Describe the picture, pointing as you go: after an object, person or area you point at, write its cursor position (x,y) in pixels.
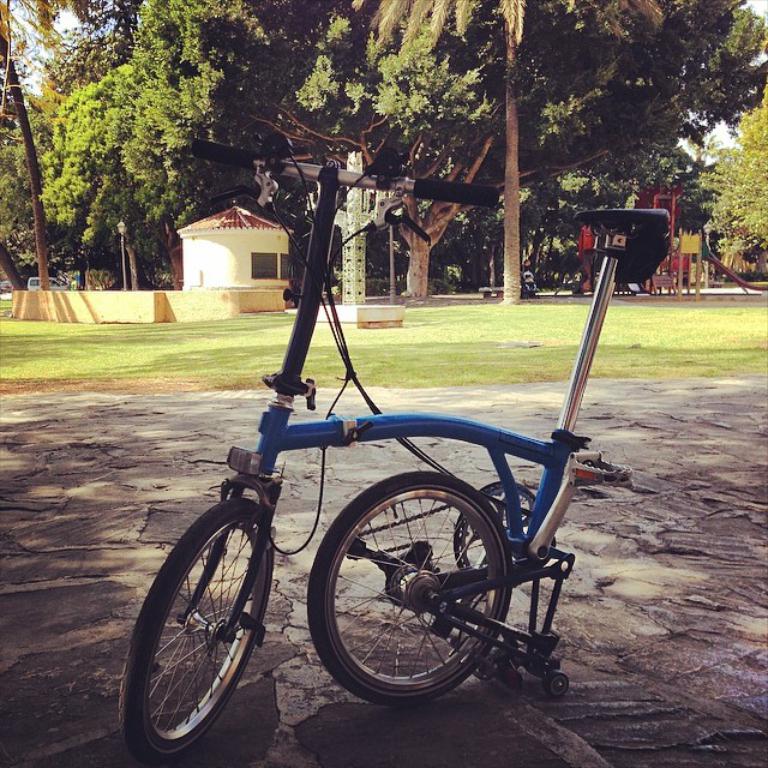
In this image we can see bicycle (218,598) on the road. In the background (293,116) there are sky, trees (174,73), motor vehicles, sheds (274,266) and a person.
